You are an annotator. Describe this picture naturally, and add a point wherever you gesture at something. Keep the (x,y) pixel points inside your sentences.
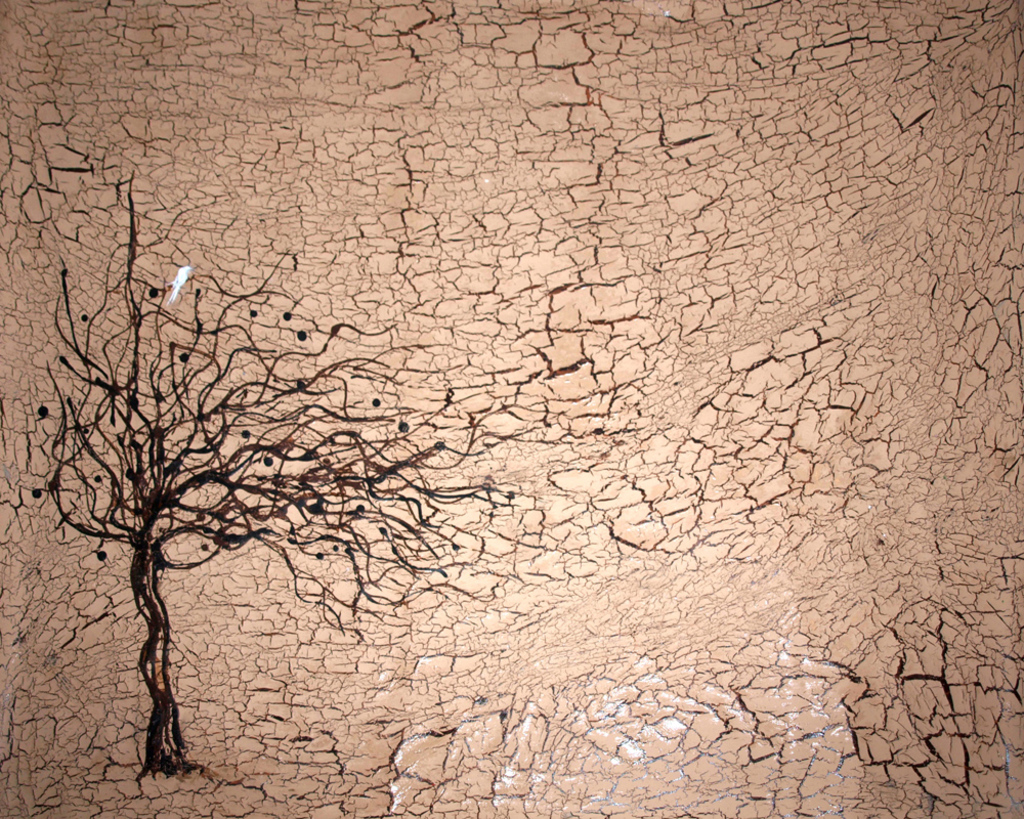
In this image we can see a painting (564,475). In the painting (222,593) we can see tree (218,474) and ground (488,358).
